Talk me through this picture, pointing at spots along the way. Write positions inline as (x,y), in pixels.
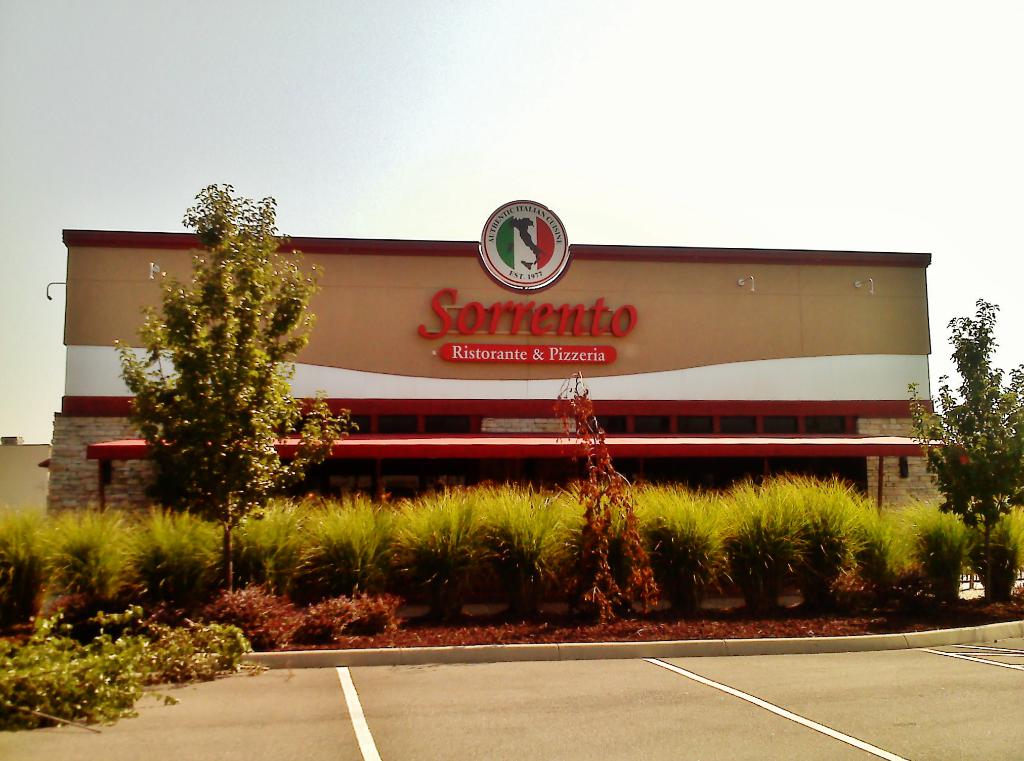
In the center of the image (502,272) we can see the text (497,305) and logo (510,262) on the wall (472,390). At the bottom of the image (358,672) we can see the road (411,691), plants (478,512), shed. At the top of the image (479,96) we can see the sky (25,398).
